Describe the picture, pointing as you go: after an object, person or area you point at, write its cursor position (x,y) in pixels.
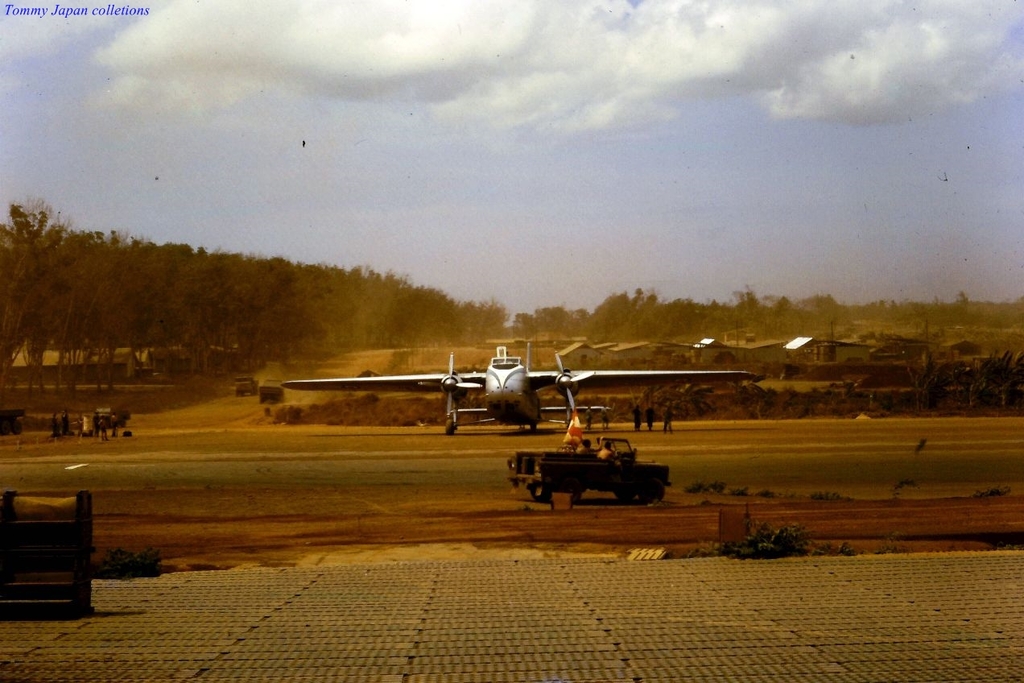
Here in the middle (566,381) we can see an aircraft (489,366) present and in the front (642,479) we can see a jeep (544,466) present with people (609,454) in it and we can see people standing on the ground (417,447) here and there near the air craft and behind it we can see trees (139,305) present all over there and we can see clouds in sky (545,138) over there.
